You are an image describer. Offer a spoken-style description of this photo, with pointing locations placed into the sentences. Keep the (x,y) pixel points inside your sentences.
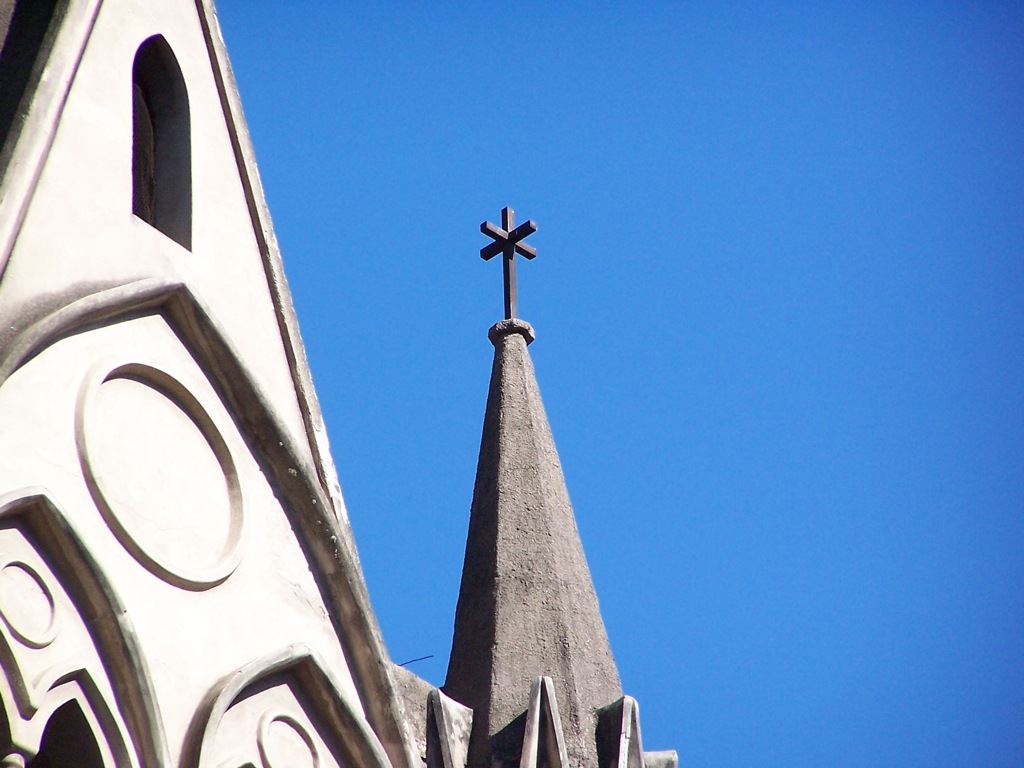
In the foreground of the image (220,427) there is a building (302,583). In the background of the image (446,190) there is sky (442,173).
